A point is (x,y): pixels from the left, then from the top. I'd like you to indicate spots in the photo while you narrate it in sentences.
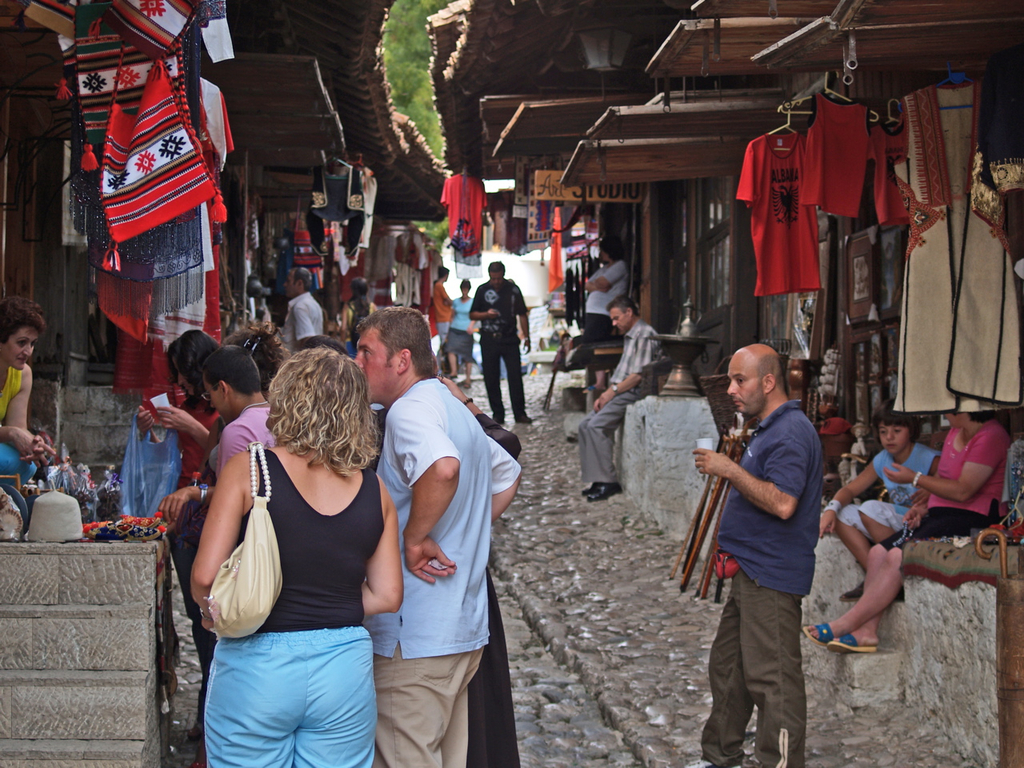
This picture is clicked outside. In the foreground (317,494) we can see a woman (326,470) wearing a sling bag (254,589) and standing on the ground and we can see a person (20,428) sitting and there are some objects (44,508) and we can see the two people (189,342) holding some objects (165,429) and standing. On the right (962,442) we can see the group of people (997,480) sitting on the stone walls (842,589). At the top (162,8) we can see the clothes (216,121) hanging on the roof (830,36) with the help of the hangers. On both sides we can see the shops (250,273). In the background (507,285) we can see the group of people (468,315), text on the board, green leaves (391,16) and many other objects (459,235).
